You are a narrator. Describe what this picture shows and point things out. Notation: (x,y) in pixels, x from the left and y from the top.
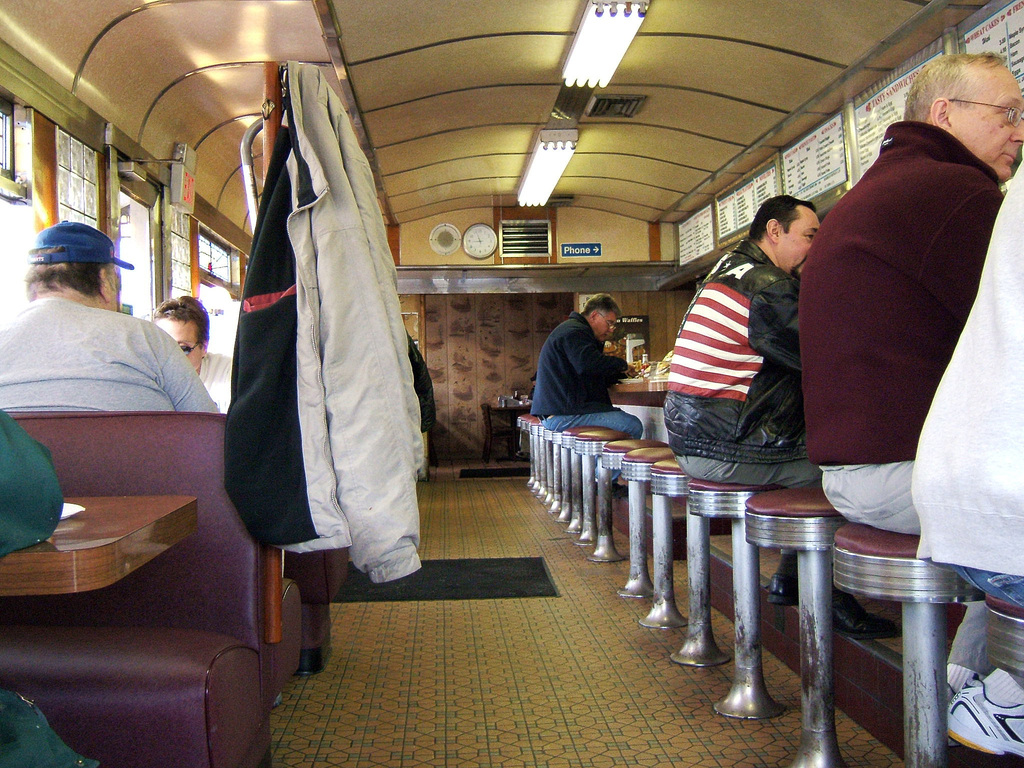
In this image I see number of people (1016,602) sitting on chairs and there are tables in front of them and I can also see that there is a menu board (968,50) over here and there lights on the ceiling (482,29).
